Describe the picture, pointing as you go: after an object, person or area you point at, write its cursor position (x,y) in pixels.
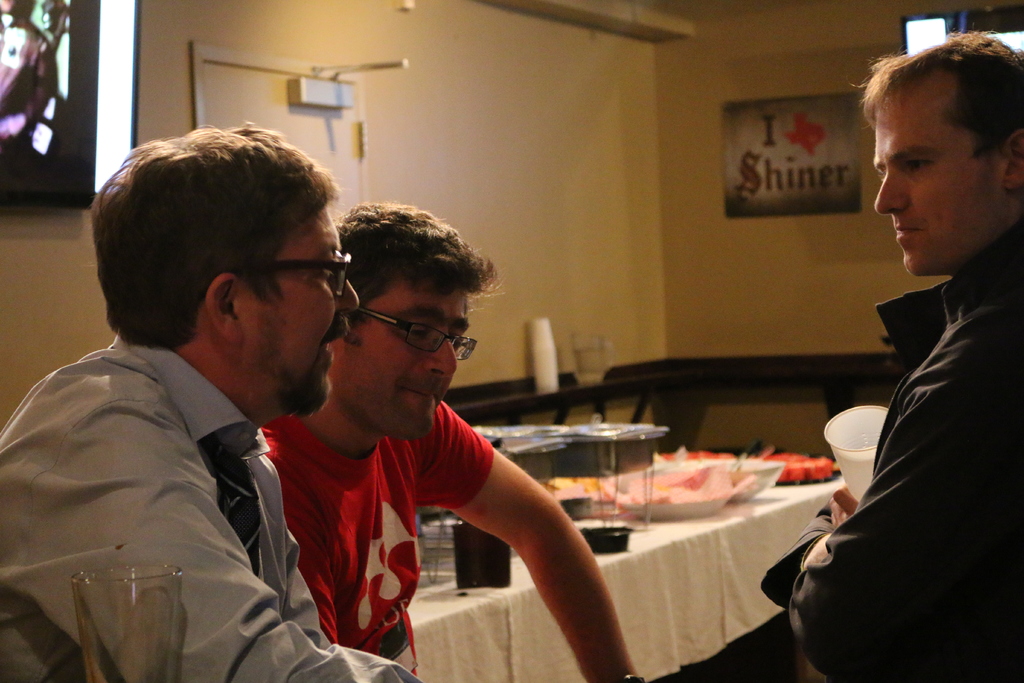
In the foreground of this image (354,467), there are three men (431,463) and a glass (117,626) and also a man (891,489) holding a glass (860,435). In the background (798,422), there are few objects (605,470) on the table (721,547), wall (669,294), jar (609,341), door (263,109), screen (50,59) and the poster (793,162).
